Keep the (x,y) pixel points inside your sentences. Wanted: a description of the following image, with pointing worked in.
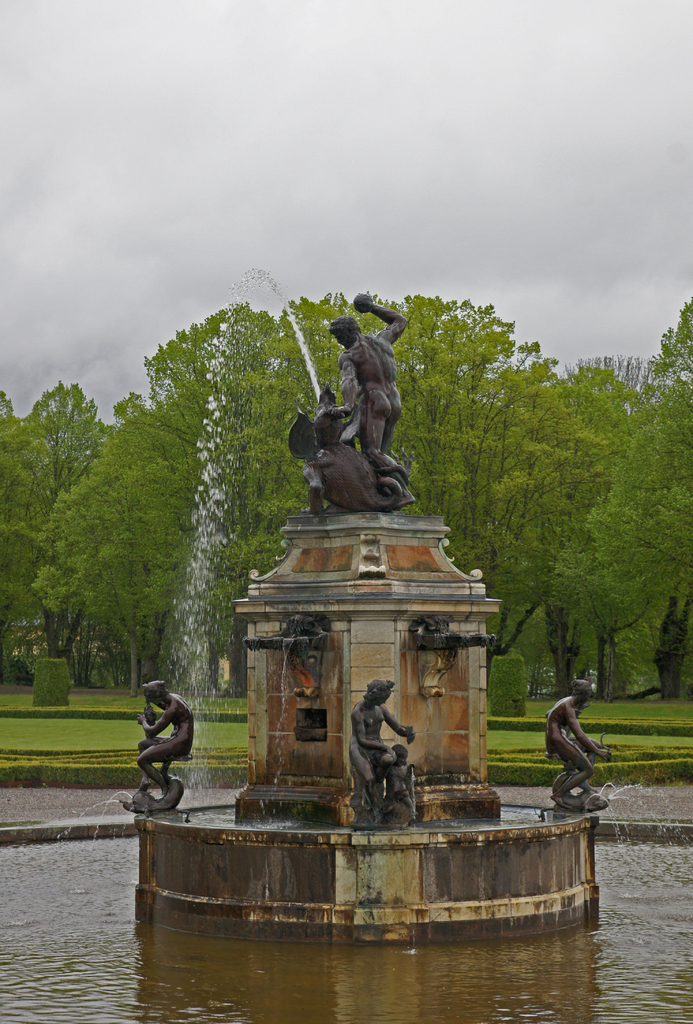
In this image, we can see some statues (362,725) and the waterfall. We can also see the ground (85,747). We can see some grass (89,705), plants (228,721) and trees (119,469). We can also see the sky (282,21).
